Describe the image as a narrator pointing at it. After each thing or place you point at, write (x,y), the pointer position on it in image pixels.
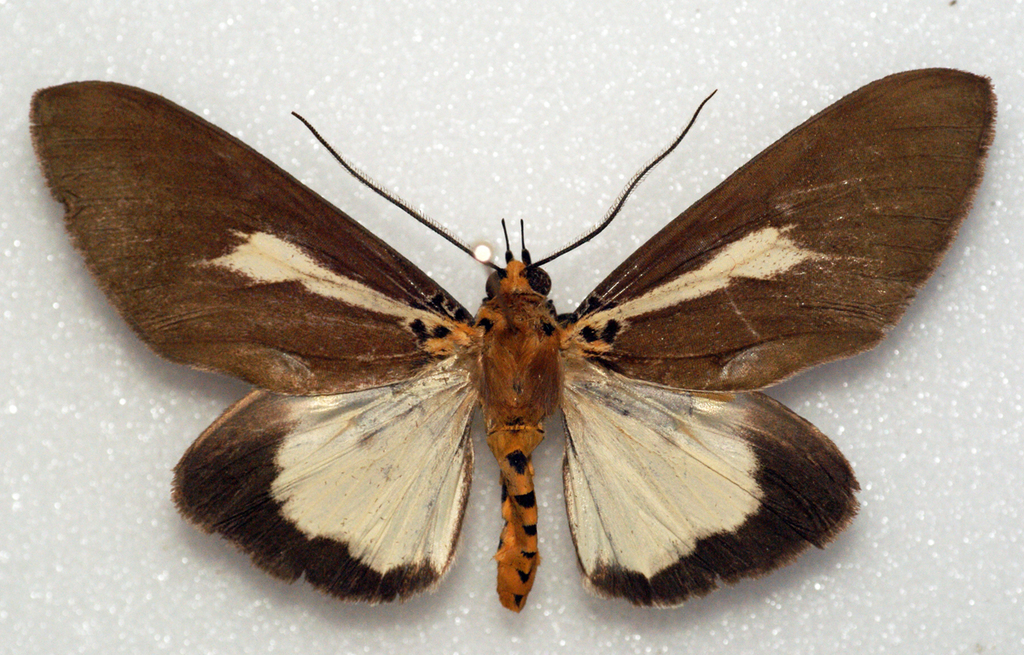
In the image there is a butterfly (596,336) on the white surface (650,102).
